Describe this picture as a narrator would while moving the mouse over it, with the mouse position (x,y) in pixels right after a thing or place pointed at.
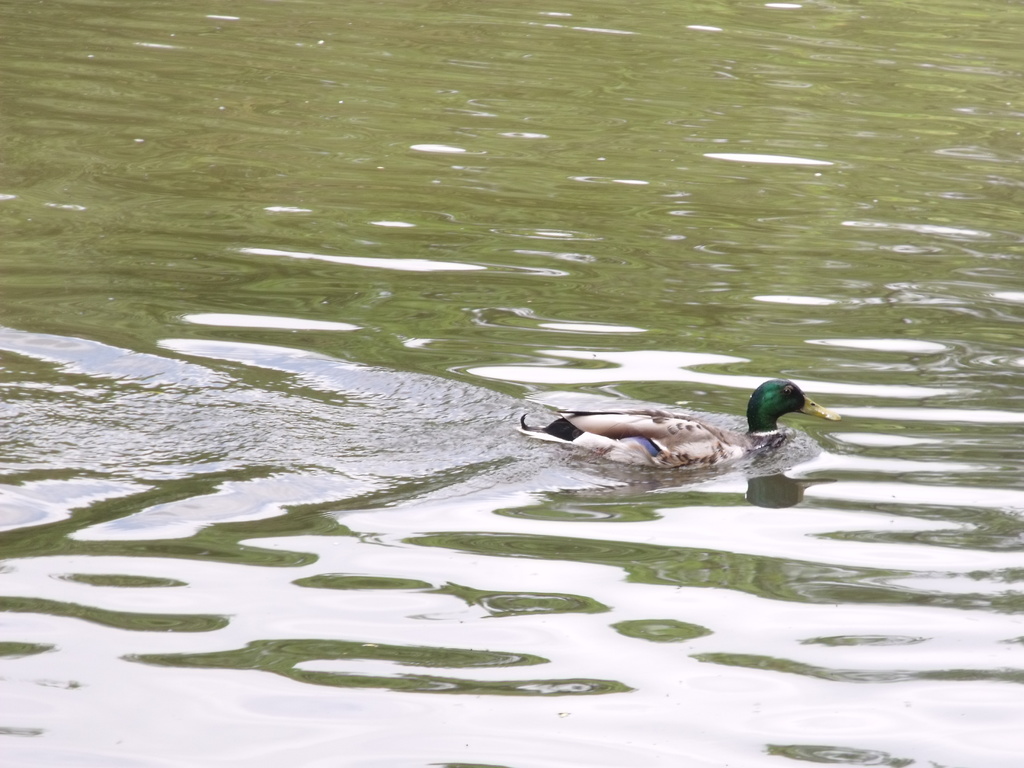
In this image we can see a bird (752,411) on the surface (534,392) of the water (482,596).
